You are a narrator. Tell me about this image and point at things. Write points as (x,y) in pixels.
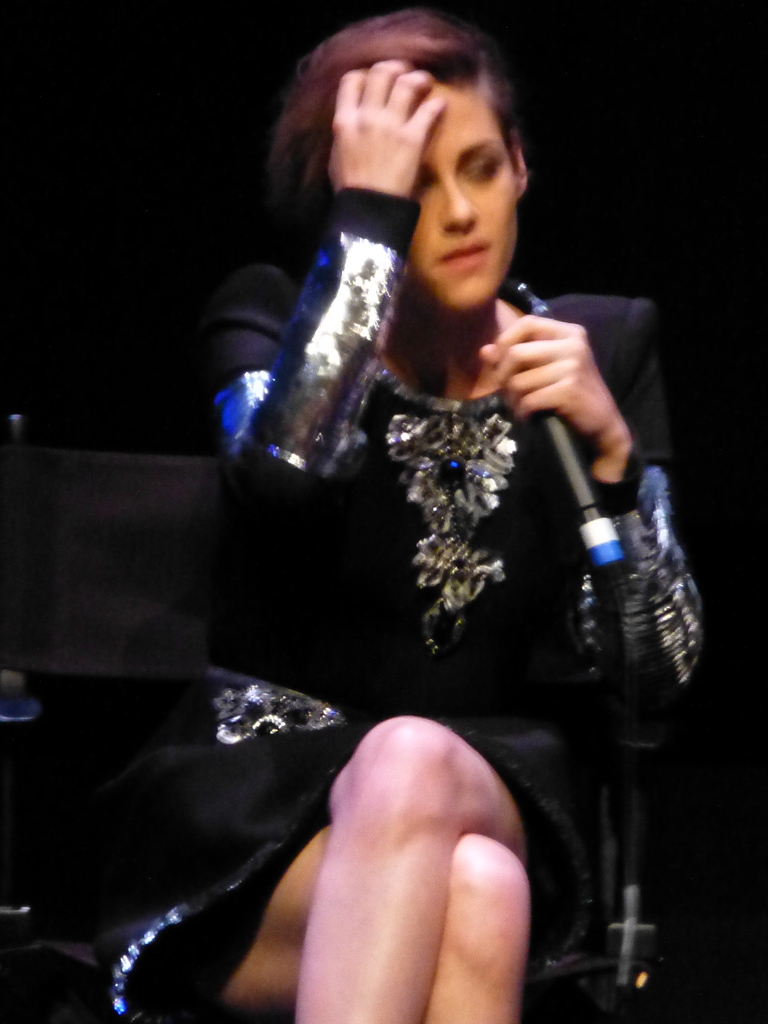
In this picture there is a woman (248,454) sitting on a chair (133,625) and holding a microphone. In the background of the image (648,165) it is dark.
